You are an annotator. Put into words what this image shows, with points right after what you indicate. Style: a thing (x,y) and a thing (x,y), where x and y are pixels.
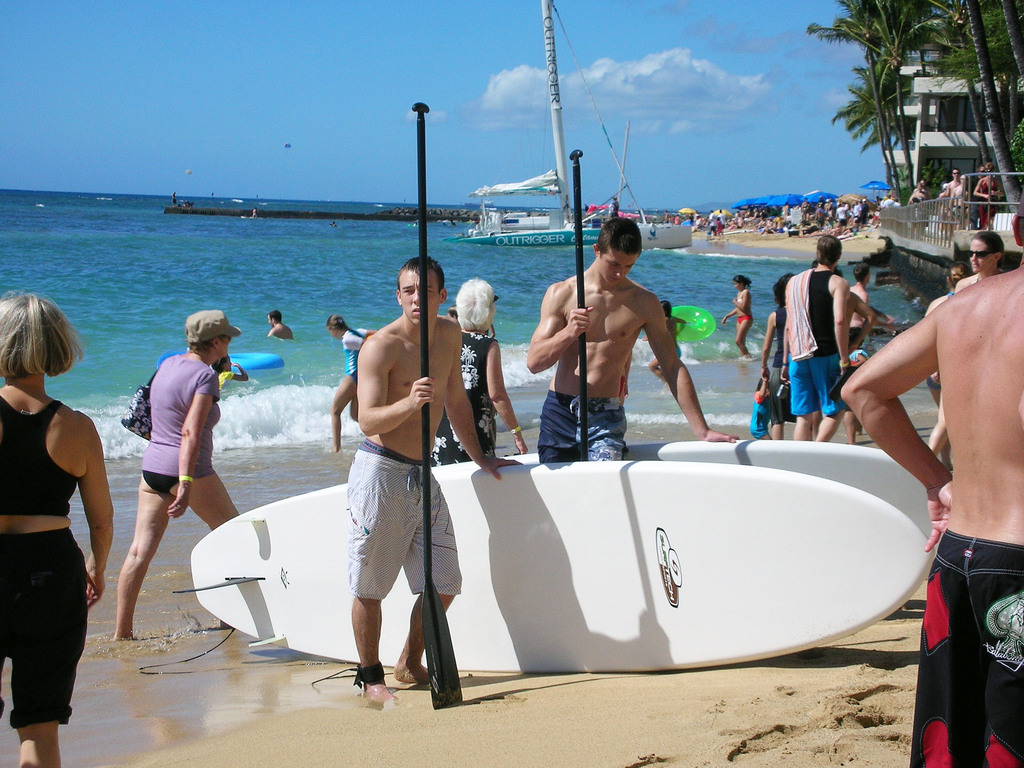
there are group of people (10,309) at the beach (84,510) holding the paddle boards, there are coconut trees (906,141) around the beach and there is a big boat (530,182) in the middle of the water (288,344), its a sunny day some people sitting in the shade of the umbrella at the bank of the ocean (275,371).
